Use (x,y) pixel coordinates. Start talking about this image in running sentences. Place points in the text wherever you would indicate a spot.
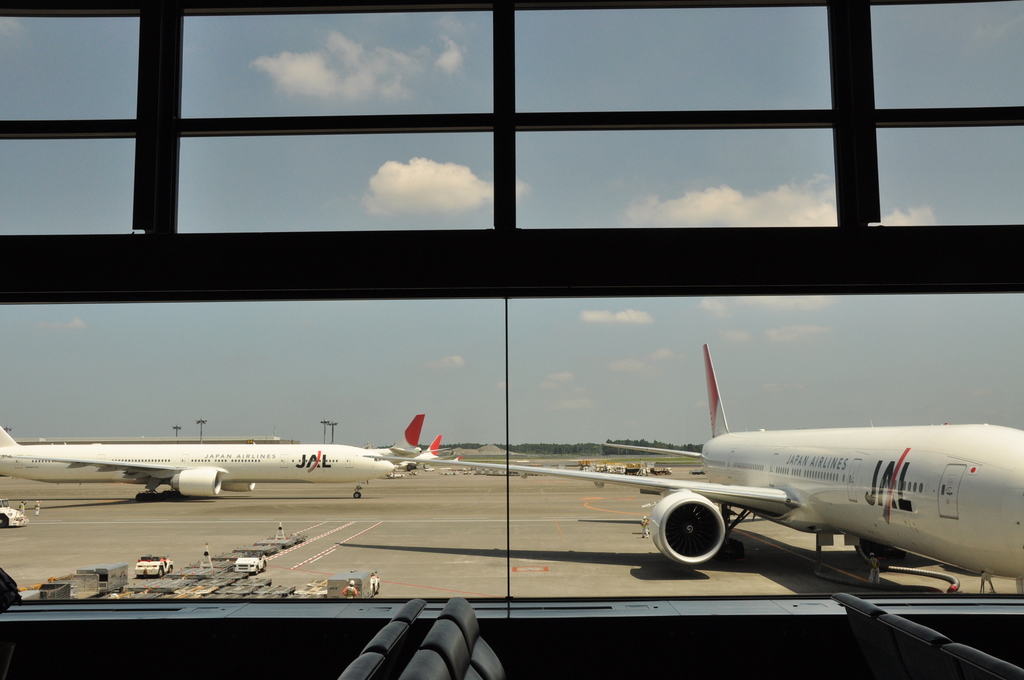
In this image I can see some plane (956,561) on the ground (10,491), and there is some vehicle (59,592) at the bottom left hand corner (108,567). And the background (298,329) is the sky (247,327).
